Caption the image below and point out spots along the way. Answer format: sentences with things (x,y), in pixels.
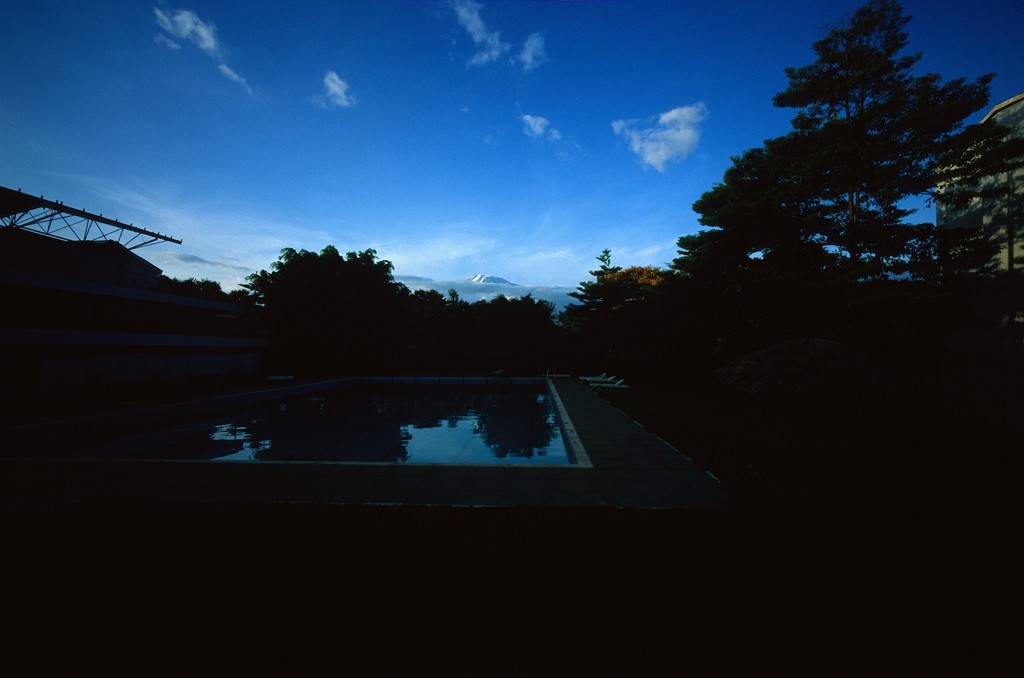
In this image there is a swimming pool (454,447) on the ground (558,468). Behind it there are trees (380,318). To the left (43,229) there is a shed (70,215). In the background (552,295) there are mountains (491,283). At the top (364,120) there is the sky (273,134). At the bottom (67,516) the image is dark.
